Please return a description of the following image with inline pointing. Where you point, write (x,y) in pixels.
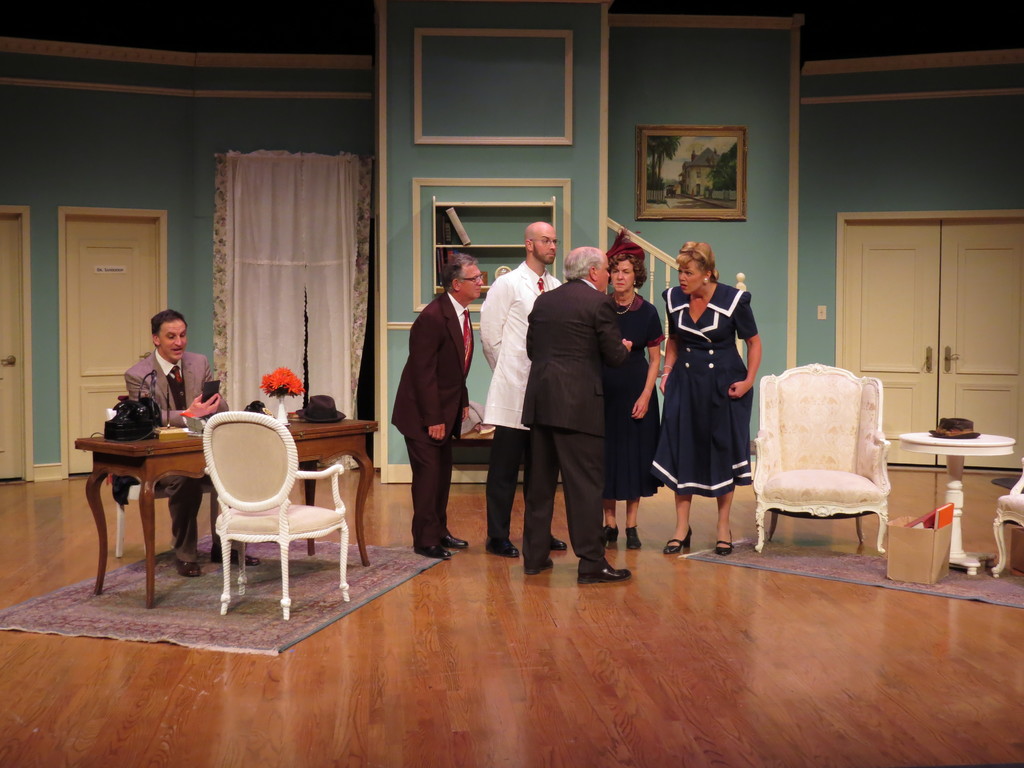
Here we can see a group of people (592,505) standing and talking something into themselves and on the left side (169,358) we can see a man (177,348) sitting on a chair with table (313,499) in front of him and there are couple of chairs (778,475) present here and there and behind them we can see portrait (647,180) and there are doors (1023,336) present and by seeing the whole picture we can say this is an act played by actors (716,334).
